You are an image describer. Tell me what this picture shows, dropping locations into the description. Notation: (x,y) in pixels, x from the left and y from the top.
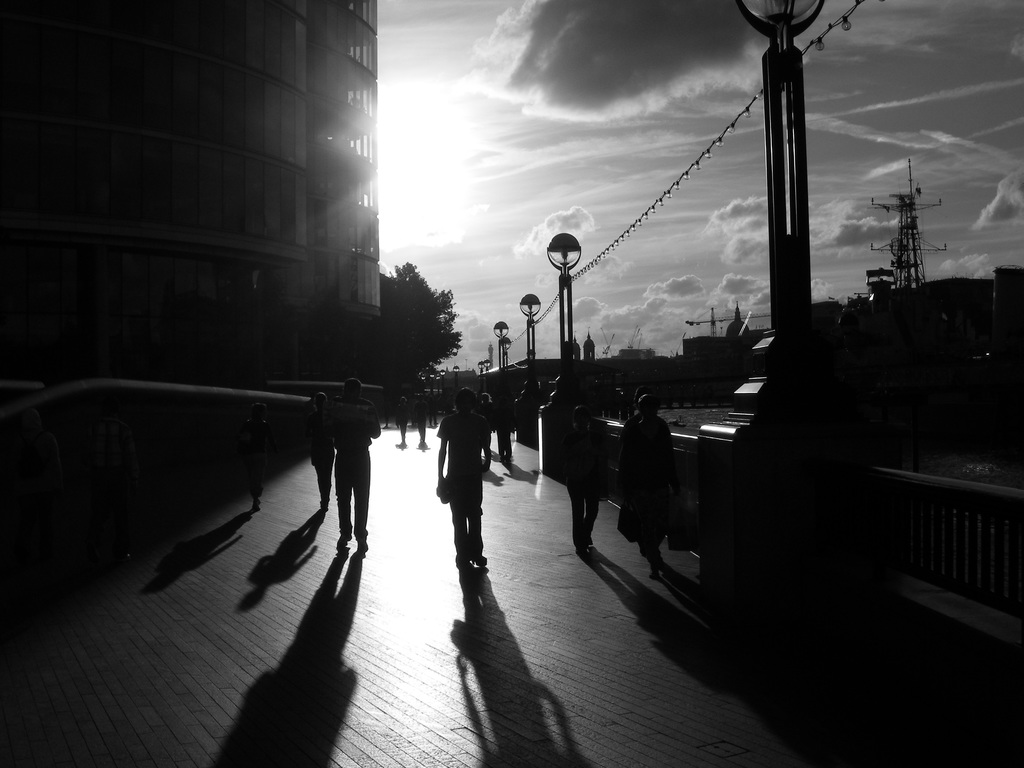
This is a black and white image. We can see groups of people (343,479) and shadows (316,548) on the walkway (409,519). On the right side of the image (769,194), there are street lights (572,373) and railing (691,472). Behind the people (590,450), there is a tree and it looks like a bridge (520,373). At the top of the image (548,47), there is the sky (480,315). On the left (305,273) and right side of the image (740,328), there are buildings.
